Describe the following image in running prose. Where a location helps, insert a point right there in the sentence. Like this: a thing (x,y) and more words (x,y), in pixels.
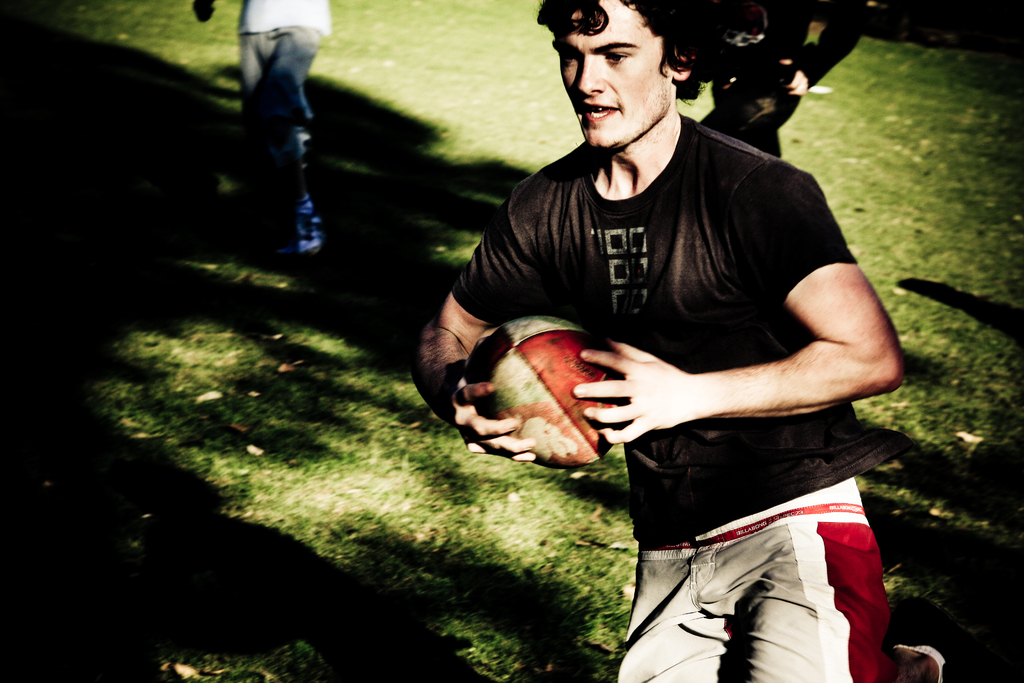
In this image there is a person (711,491) holding a rugby ball (566,415) is running on the surface (574,511) of the ground (561,500), behind person (622,88) there are two other persons (270,91).
